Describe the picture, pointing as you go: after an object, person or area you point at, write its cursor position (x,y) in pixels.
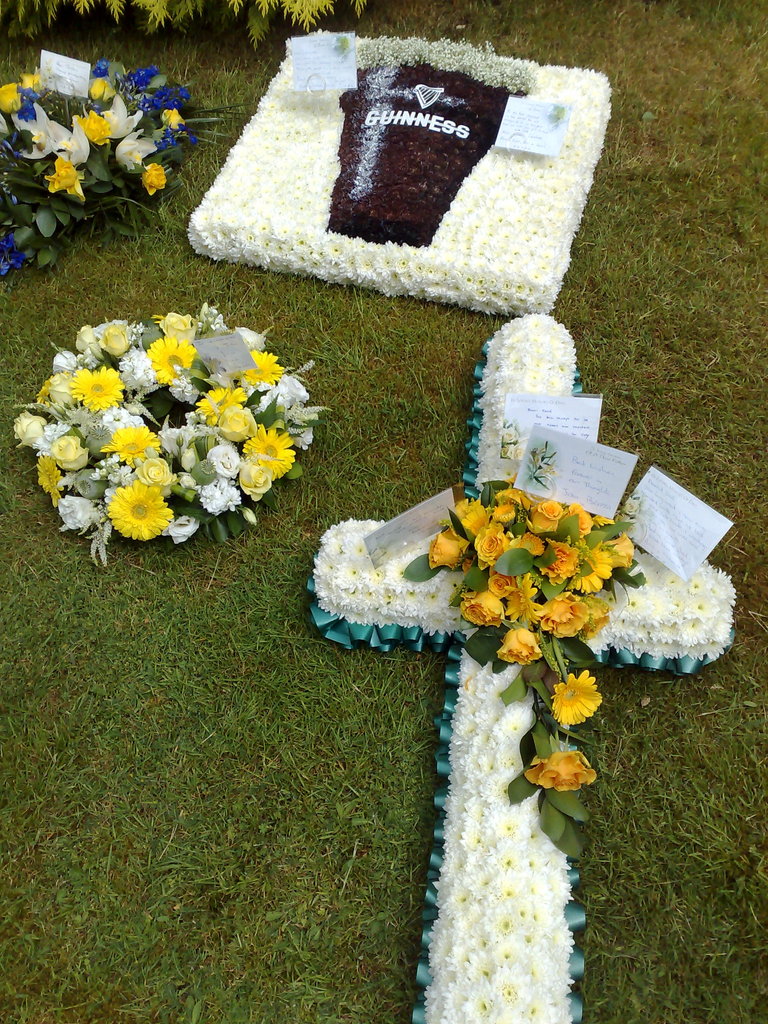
In this image we can see few bouquets (363,526) placed on grass (409,718). On the bouquet (689,617) we can see few cards (560,499). At the top (260,32) we can see leaves (325,18).
